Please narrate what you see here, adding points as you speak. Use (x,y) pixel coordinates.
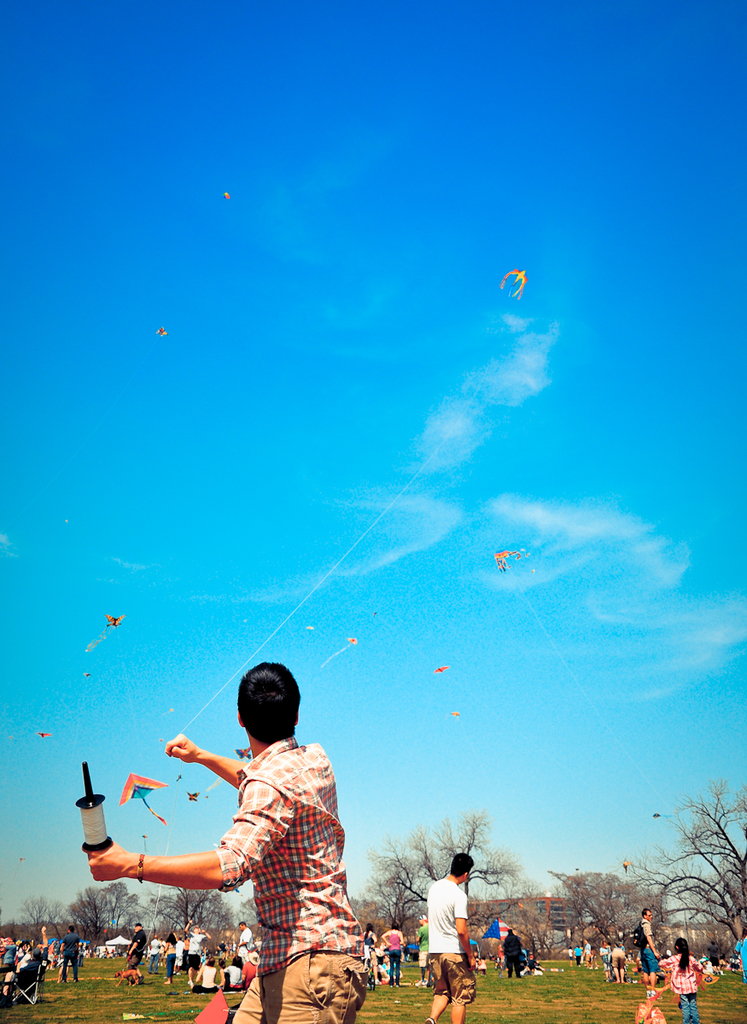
In this image I can see the grass (155,1000). I can see some people (457,963). In the background (233,918), I can see the trees (221,923) and the buildings (545,927). At the top (524,285) I can see the kites (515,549) and clouds (556,514) in the sky (333,304).
